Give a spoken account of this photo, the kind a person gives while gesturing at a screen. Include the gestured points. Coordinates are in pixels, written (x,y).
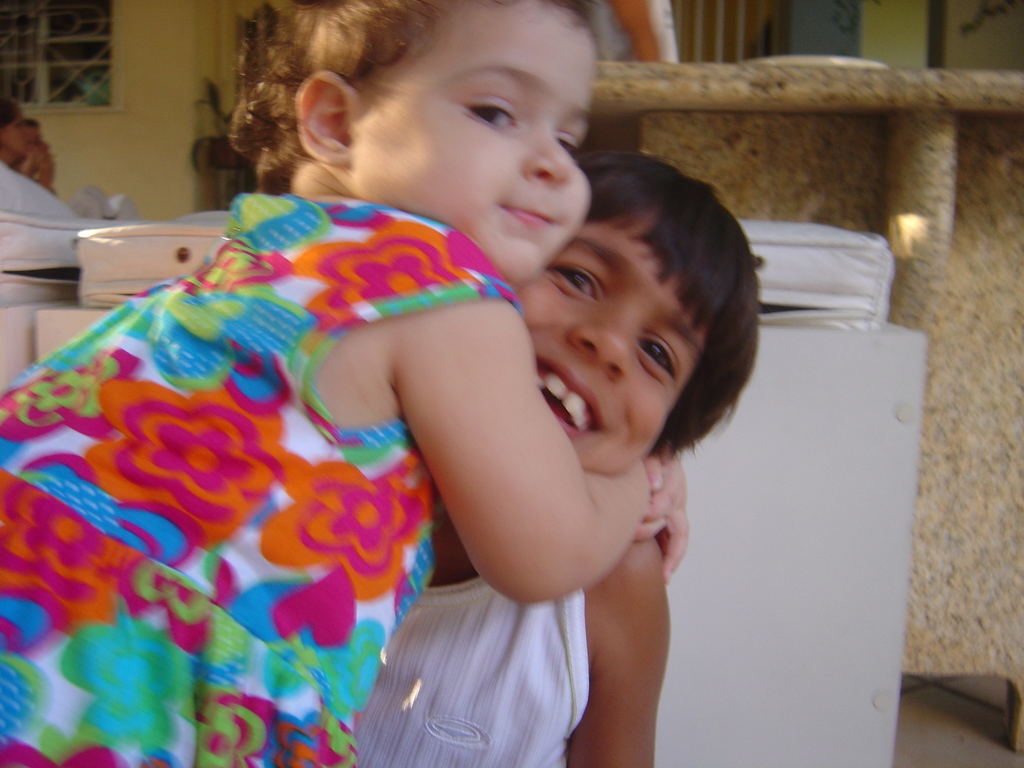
In the center of the image (412,387) there are two kids (249,518). In the background (69,80) there is a wall (223,27) and window (96,72).
